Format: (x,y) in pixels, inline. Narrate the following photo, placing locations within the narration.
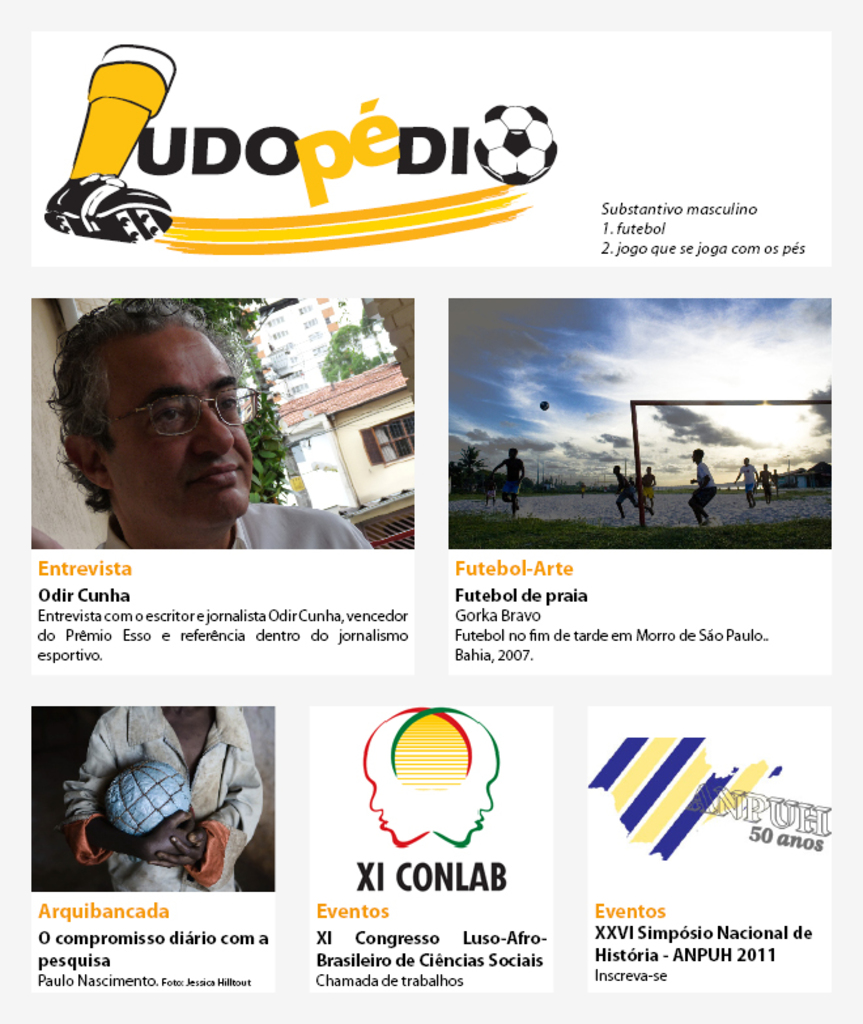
This is a poster (360,770) in this picture there are some people (248,477) some people (518,495) are playing football and one person (182,768) is holding a ball (158,777). At the top (334,194) and in the center (392,636) and at the bottom of the image (434,948) there is some text (596,953).
